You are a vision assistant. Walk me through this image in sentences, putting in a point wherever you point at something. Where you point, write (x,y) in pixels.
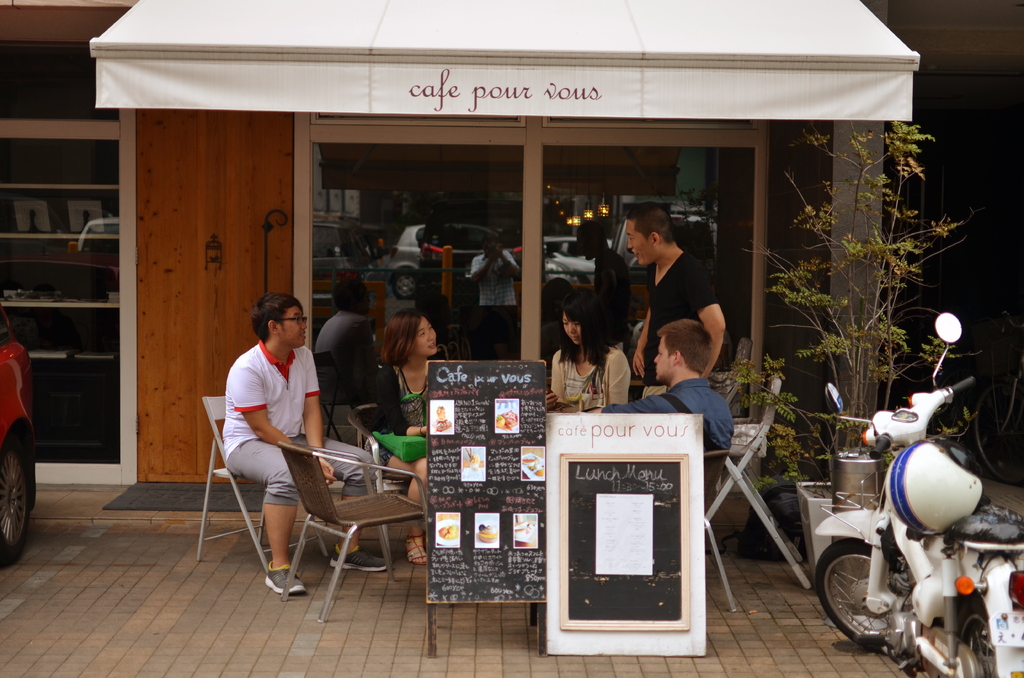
As we can see in the image there is house (101,245), white color cloth (689,41), banner (531,511), motorcycle (821,600), plant (875,332), chairs (324,504) and group of people (257,450). There is reflection (509,244) of cars (474,228) and lights (577,222).
